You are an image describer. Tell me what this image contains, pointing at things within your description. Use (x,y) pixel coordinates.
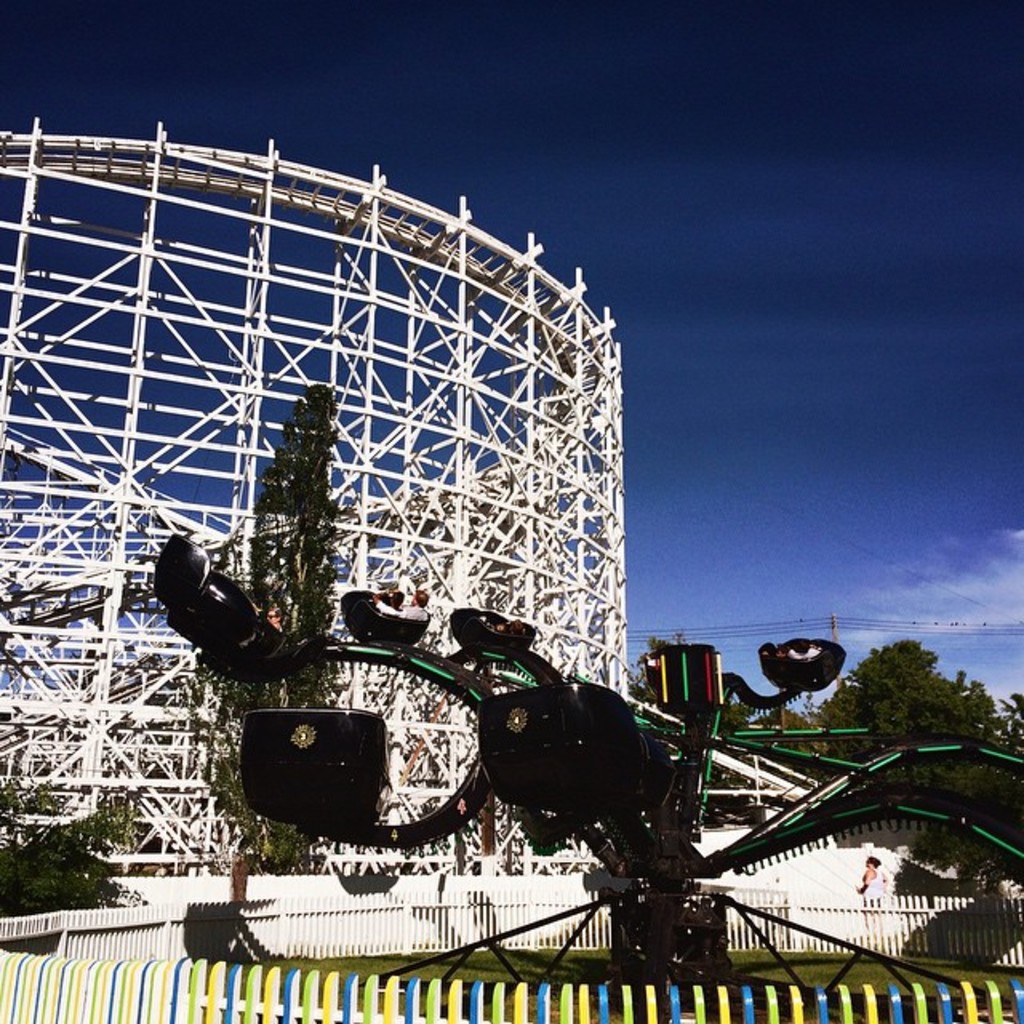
In this image we can see a few roller coasters (418,299), there are some trees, wires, poles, people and fence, in the background (540,229) we can see the sky (380,135) with clouds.
